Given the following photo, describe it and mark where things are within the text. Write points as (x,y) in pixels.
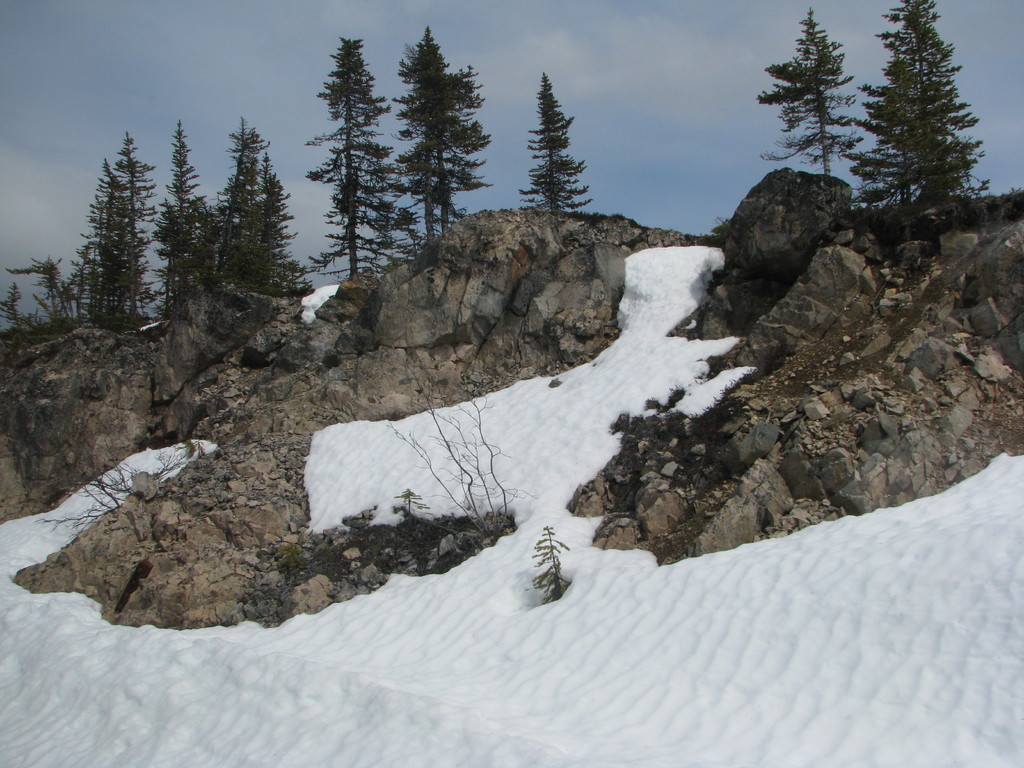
In this image there is snow (583,634) on the ground (589,621), there are stones (279,516) and trees (242,261) and we can see clouds (195,95) in the sky (328,25).
